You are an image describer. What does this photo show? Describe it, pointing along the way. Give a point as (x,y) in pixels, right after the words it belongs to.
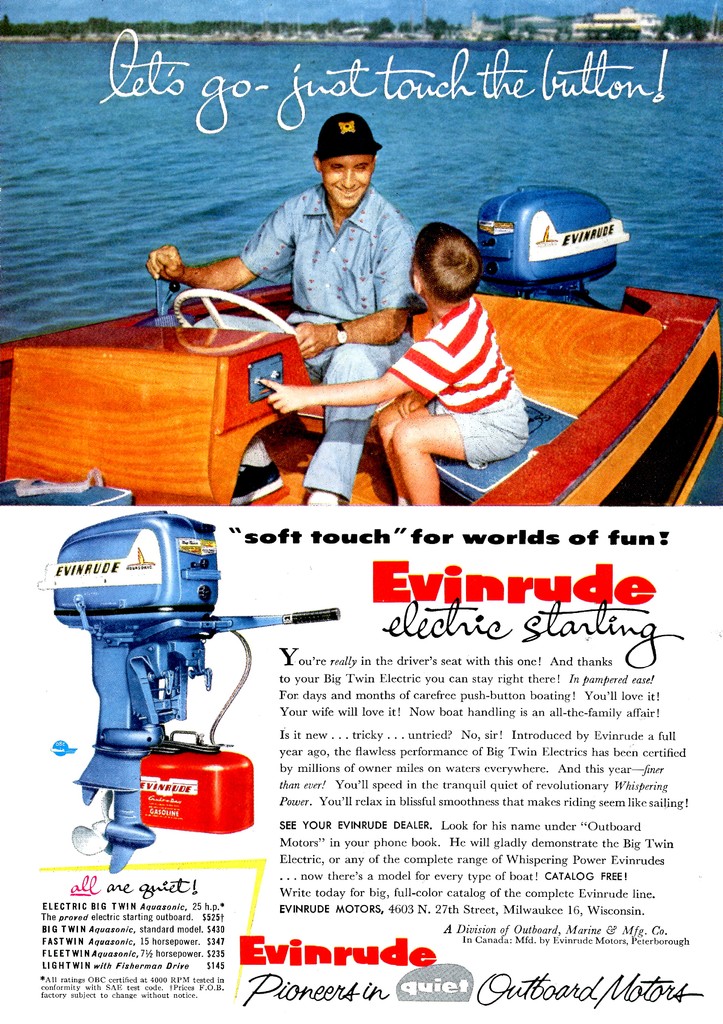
This is an advertisement. At the bottom of the image (473,787) we can see the text (179,965) and machine (107,671). At the top of the image (307,122) we can see the sky (250,6), trees (635,31), buildings (644,34), water (472,150), poles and man (317,297), boy (410,389) are sitting on a boat (178,416).
